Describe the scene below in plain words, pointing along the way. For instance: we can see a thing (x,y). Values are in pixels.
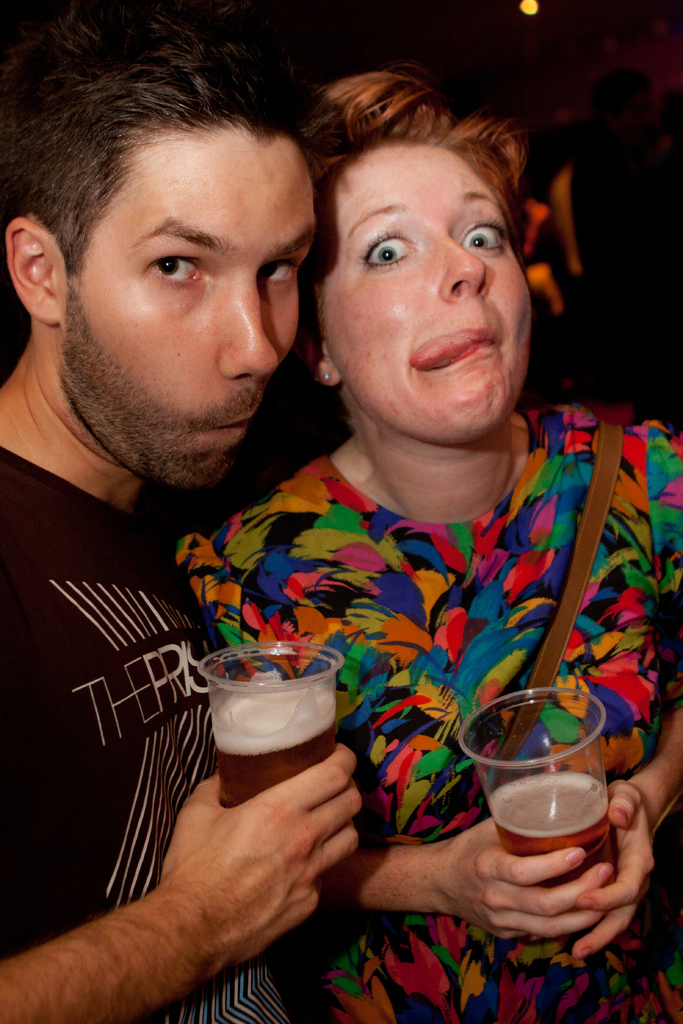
The man (270,331) on the left corner of this picture (152,159) wearing black t-shirt (103,708) is holding a glass (245,707) with beer (230,711) in his hands (271,832) and woman (677,464) on the right side of the picture (568,452) also holding a glass (547,726) with wine (514,804) or beer (586,827) in her hands (568,896). She is wearing backpack (593,504) and she is wearing a colorful dress (443,590). I think this photo is clicked in bar (538,364).
